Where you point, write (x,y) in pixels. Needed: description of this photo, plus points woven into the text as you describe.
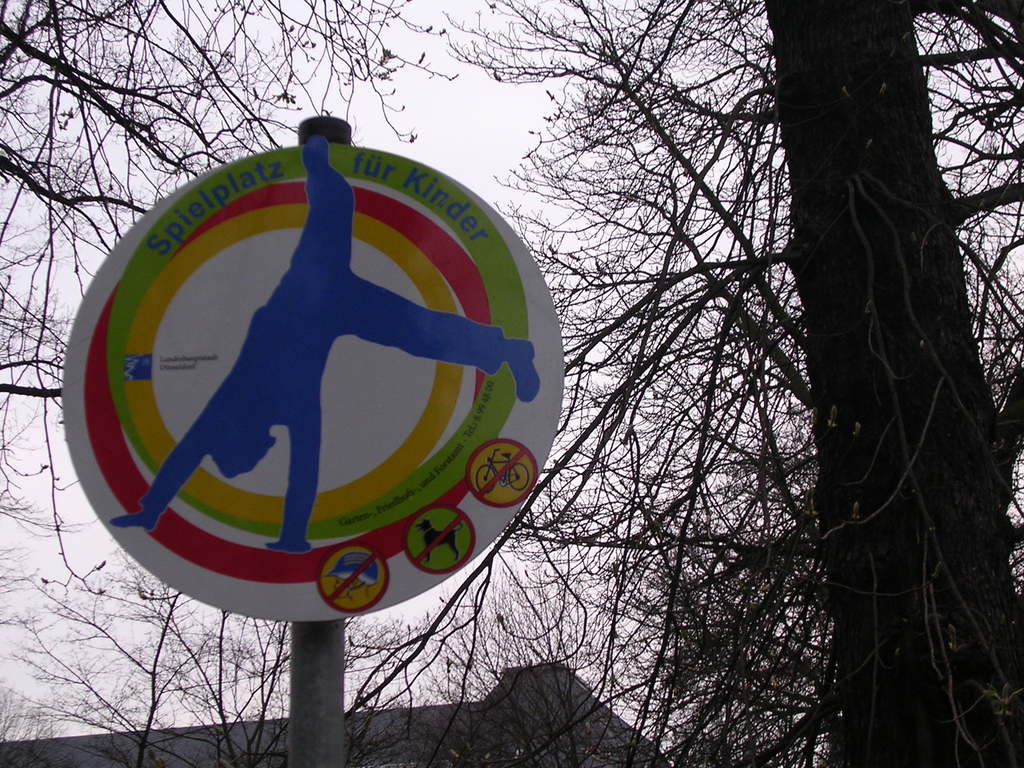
In this image in the front (370,495) there is a board (286,397) with some text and image (295,335). In the background (731,472) there are trees (506,619) and there is a wall (403,710) and the sky (451,96) is cloudy.
